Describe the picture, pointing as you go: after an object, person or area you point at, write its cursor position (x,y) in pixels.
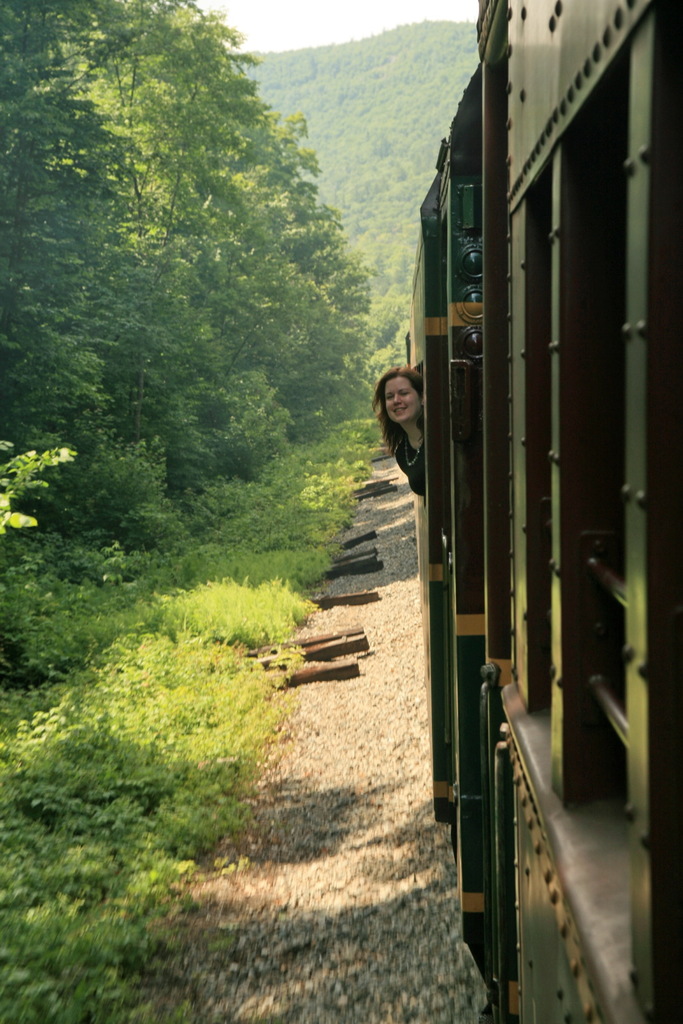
In this picture we can see a person (397,444) in the vehicle (569,802). We can see a few plants (151,660) and trees (363,238) in the background (82,22).
